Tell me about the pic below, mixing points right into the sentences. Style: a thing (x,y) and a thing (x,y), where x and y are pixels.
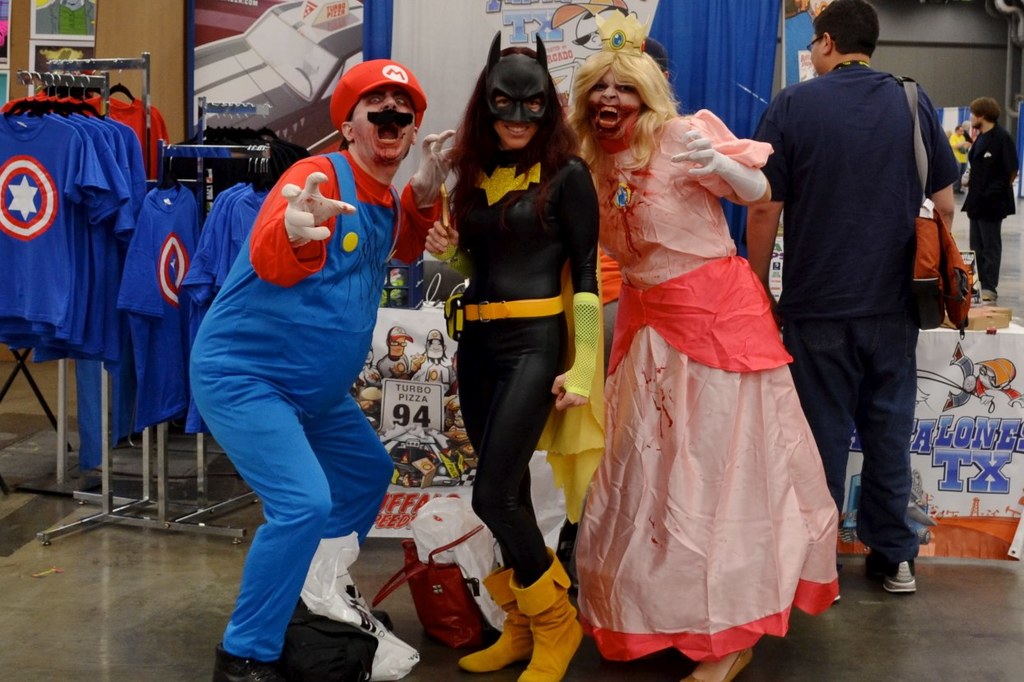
In this picture I can observe three members (289,429) wearing different costumes (225,290). On the right side (871,237) there are some members (867,251) standing on the floor (904,614). I can observe blue and red color T shirts (247,214) hanged to the hangers (75,95) on the left side (124,188). In the background (479,25) there is a wall (937,62).
